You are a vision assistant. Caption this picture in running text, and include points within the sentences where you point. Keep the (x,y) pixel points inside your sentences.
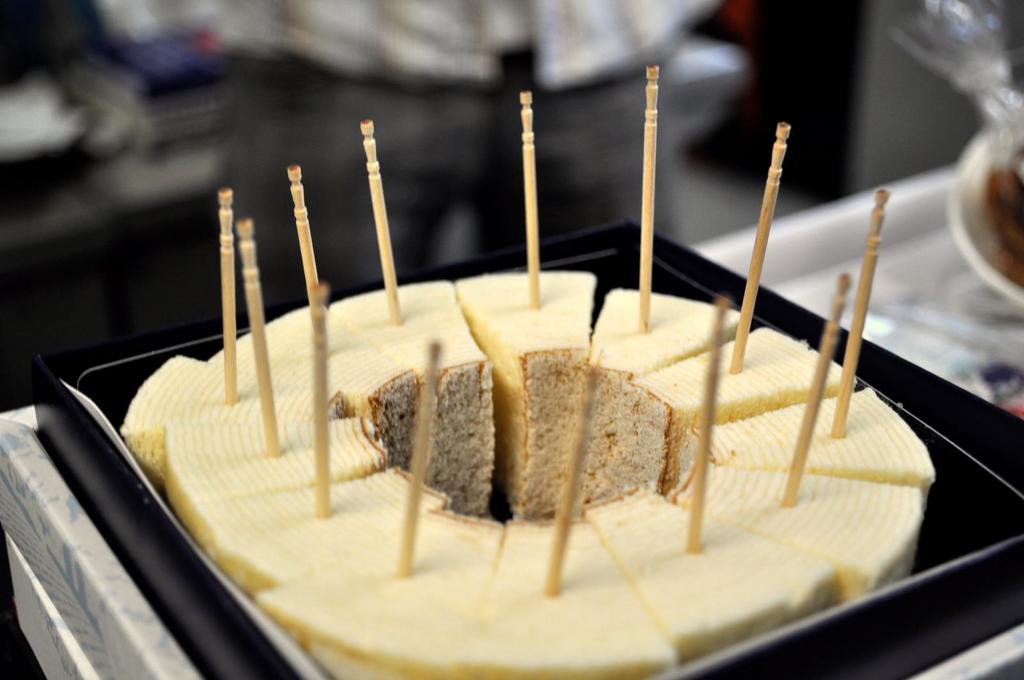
In this image there are pastries (543,566) on the box (208,645). On top of the pastries (530,562) there are wooden sticks (559,566). Beside the pastries (896,431) there is some object (985,224) and the background of the image (672,12) is blur.
